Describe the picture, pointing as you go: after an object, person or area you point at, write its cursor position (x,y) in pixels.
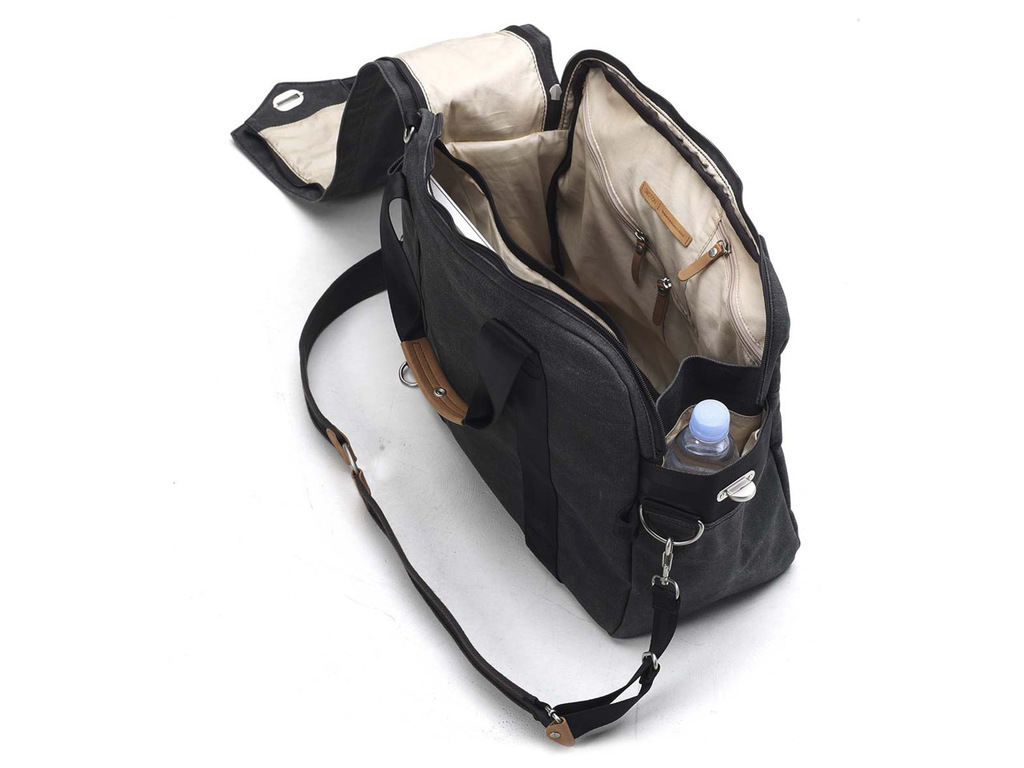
There is a bag (423,205). The bag (409,248) has a belt (428,592) and straps (387,251). There is a bottle (710,420) on the right side of the bag (684,371). The bag (653,395) placed on a white color board (801,282).
